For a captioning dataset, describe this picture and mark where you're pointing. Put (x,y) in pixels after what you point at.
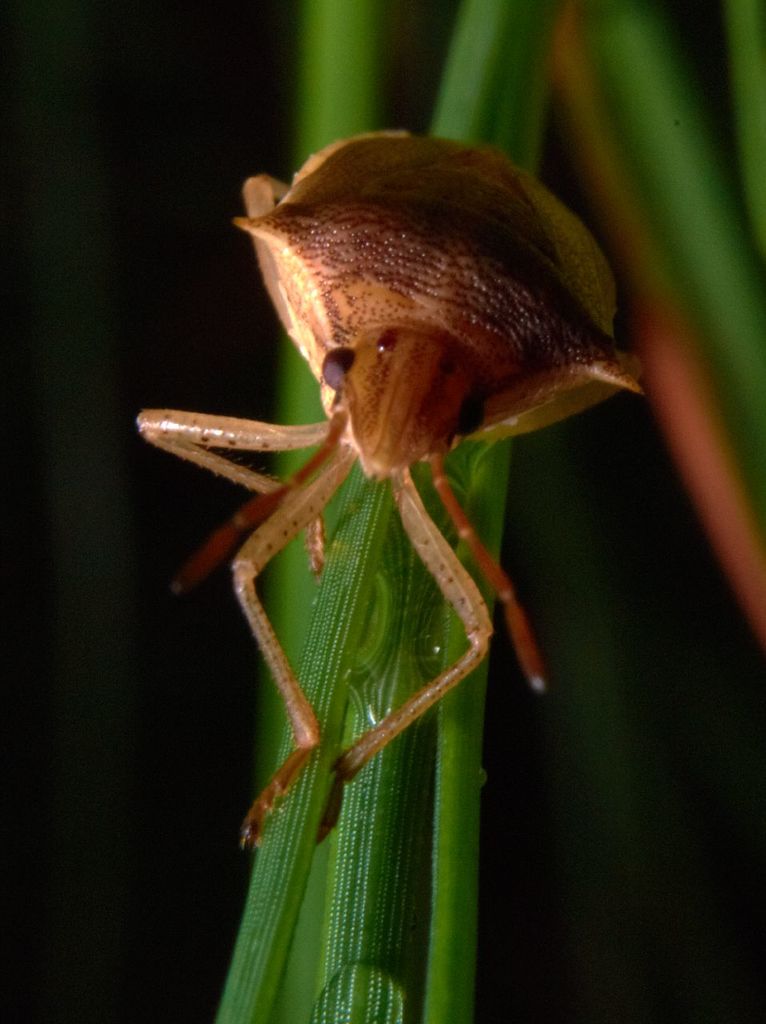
In this image I can see an insect (427,414) is on the leaf (349,702). In the background of the image (541,451) it is blurry.
